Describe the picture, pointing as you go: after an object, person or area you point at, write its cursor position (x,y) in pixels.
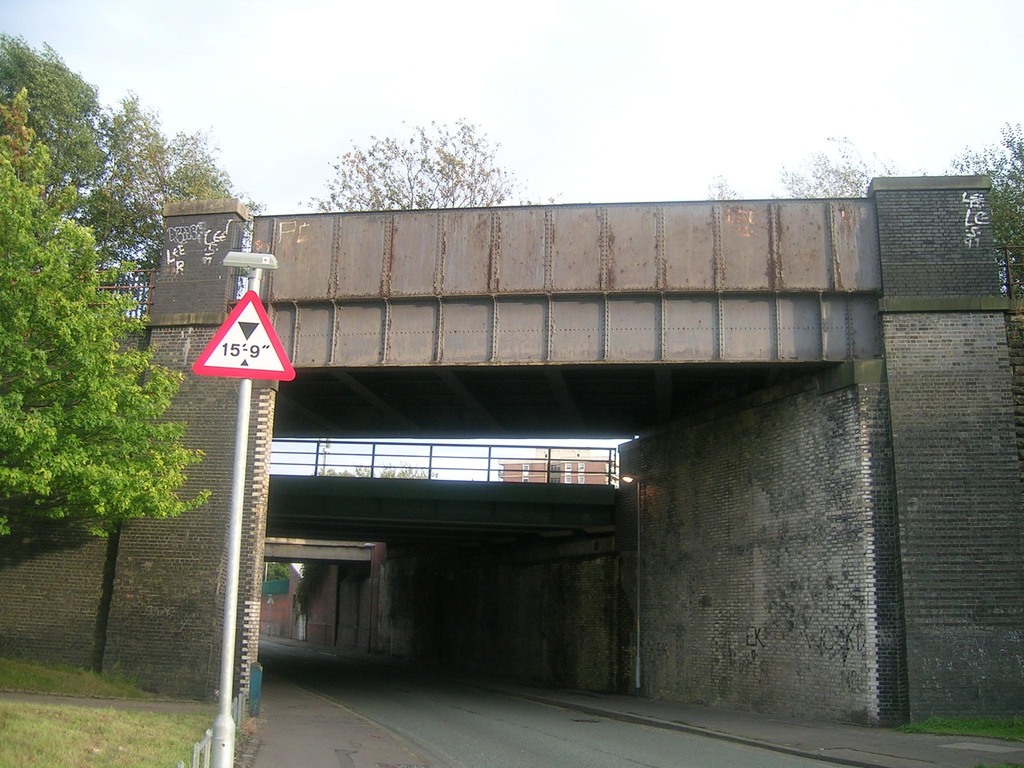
In this image, we can see bridges (620,396), railings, walls (973,369), pole (242,481) with sign board (266,367), trees (25,448), plants (104,717), walkways (352,735) and road (455,740). In the background (1011,85), we can see the sky (669,172) and building (563,466).
